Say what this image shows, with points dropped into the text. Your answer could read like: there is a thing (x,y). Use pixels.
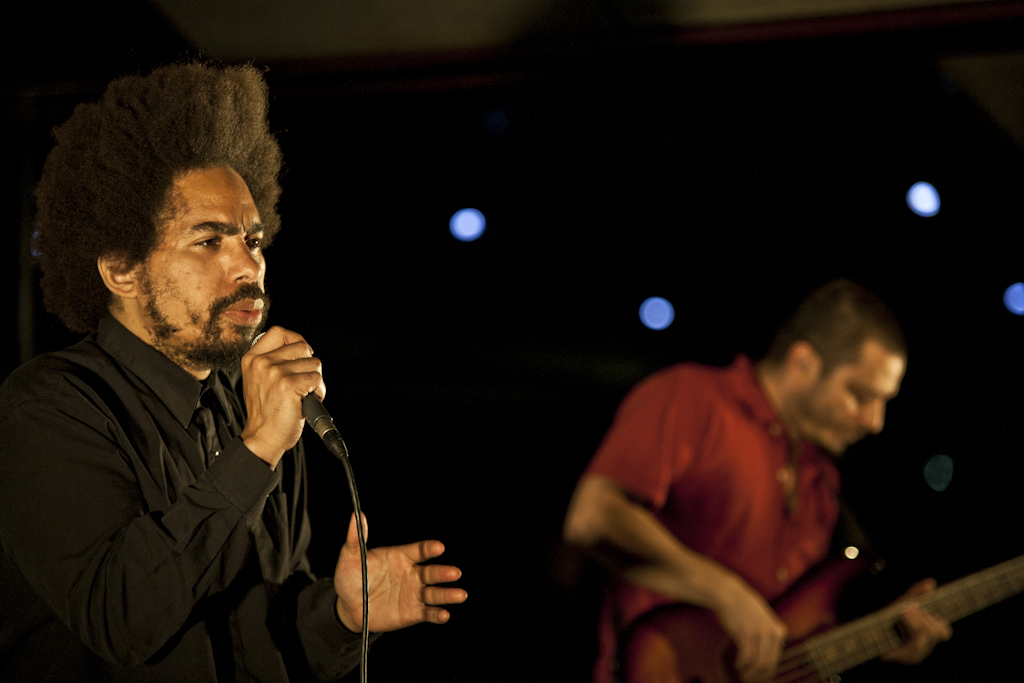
In this picture we can see two men (628,500) where one is holding mic (318,411) in his hand (269,381) and singing and other holding guitar (807,634) in his hand (769,653) and playing it and in background (661,165) we can see light (472,227) and it is dark.
